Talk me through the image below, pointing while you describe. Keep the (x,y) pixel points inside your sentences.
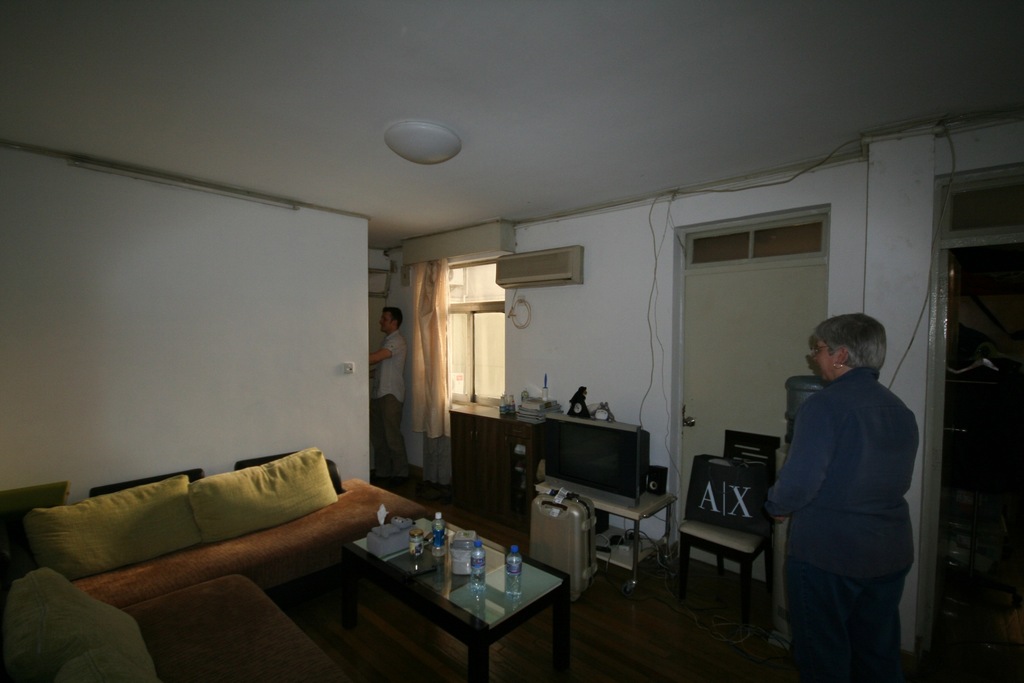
In the image on right side (822,426) there is a woman (871,614) standing, on left side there is a man (376,367) standing in middle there are couch (315,514), pillows (218,519), water bottle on table (489,577) and a television (591,487). In background (712,387) there is a door (705,394) and a window (479,329), curtains (426,369).
